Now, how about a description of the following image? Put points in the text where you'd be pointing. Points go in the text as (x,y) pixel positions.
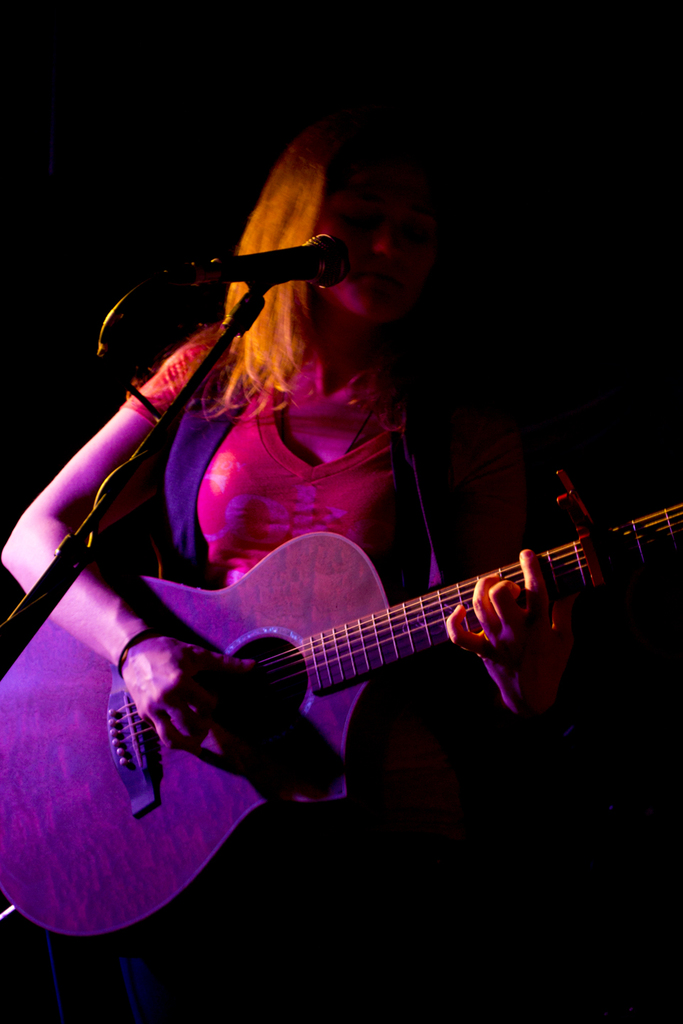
A woman (520,446) is playing the guitar (191,780) she wears a beautiful t-shirt (378,448) and vest (417,474) there is a microphone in the left side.
